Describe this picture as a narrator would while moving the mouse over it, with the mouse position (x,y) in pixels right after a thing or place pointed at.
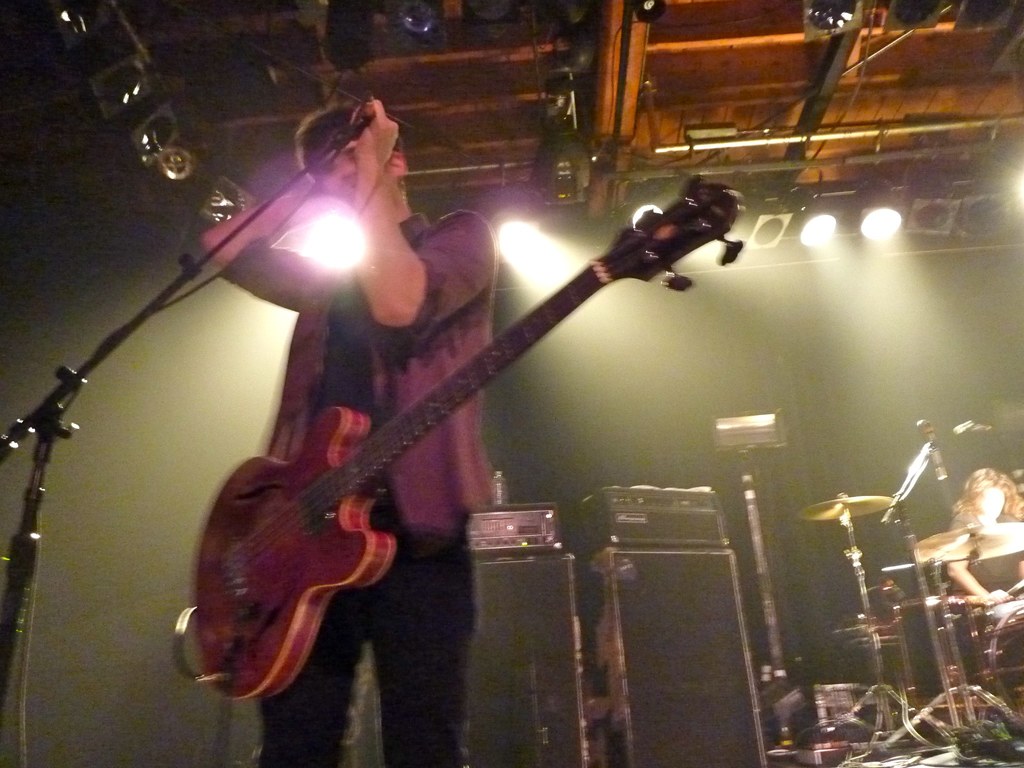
In this picture we can see a man (360,379) with a guitar (326,475) and the man (342,205) is holding a microphone (332,143) with a stand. Behind the man (340,298) there are musical instruments (975,638) and a person (1011,564) is sitting. Behind the people (1000,600) there is a dark background (103,322) and at the top (506,223) there are lights (877,219).
